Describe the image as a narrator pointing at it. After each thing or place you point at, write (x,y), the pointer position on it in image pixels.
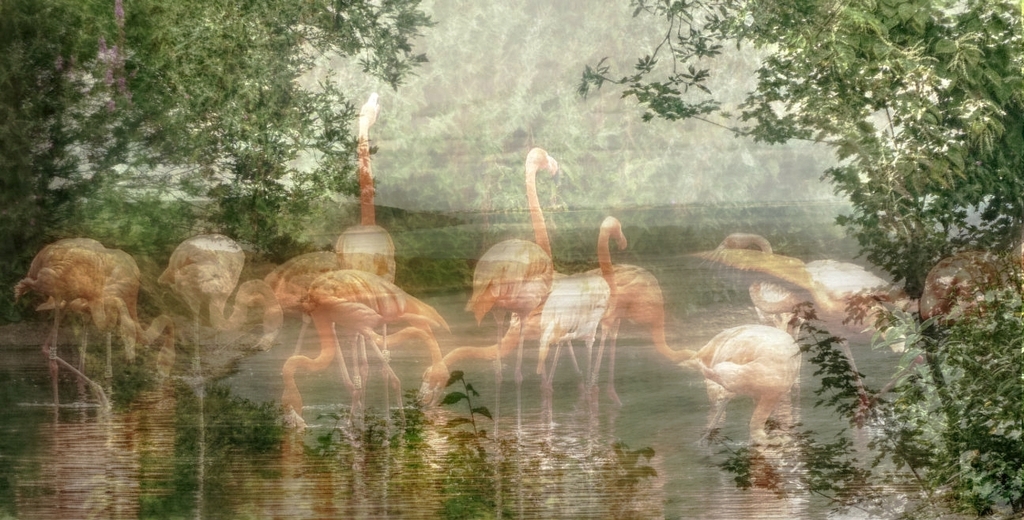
In the image I can see birds (384,299) in the water (415,345). I can also see trees (563,146) and some other objects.
